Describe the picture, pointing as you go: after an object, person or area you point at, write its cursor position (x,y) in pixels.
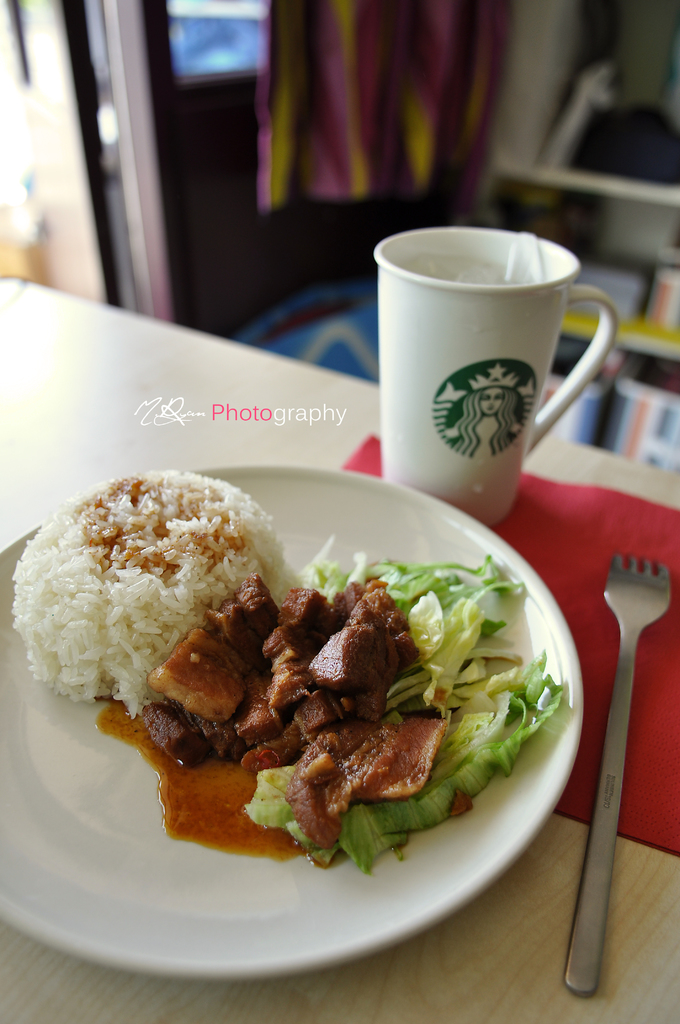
In this image, I can see a cup (448,452), fork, food item (350,663) on a plate (341,551) and a napkin (537,532) on the table (236,438). In the background (305,115), I can see a cloth (374,110) hanging and few objects (574,170). At the center of the image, there is a watermark (159,423).
